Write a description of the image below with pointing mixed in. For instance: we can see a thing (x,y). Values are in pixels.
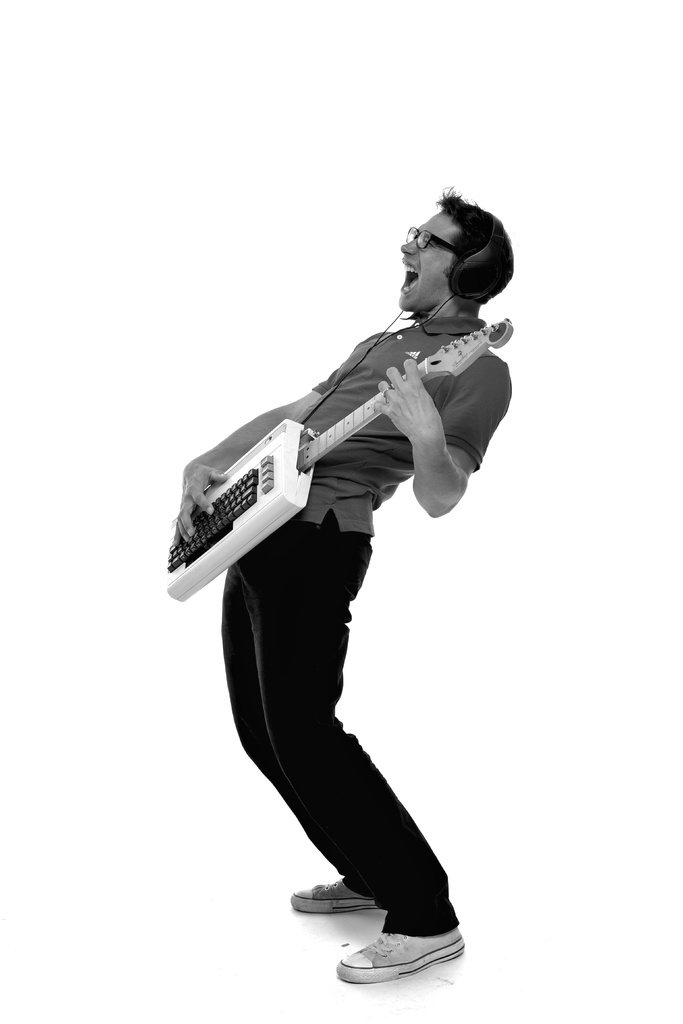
Here in this picture we can see a person (271,628) standing over a place and he is holding and playing a musical instrument (461,344) present in his hand (201,480) and shouting and we can see spectacles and headset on him over there.
